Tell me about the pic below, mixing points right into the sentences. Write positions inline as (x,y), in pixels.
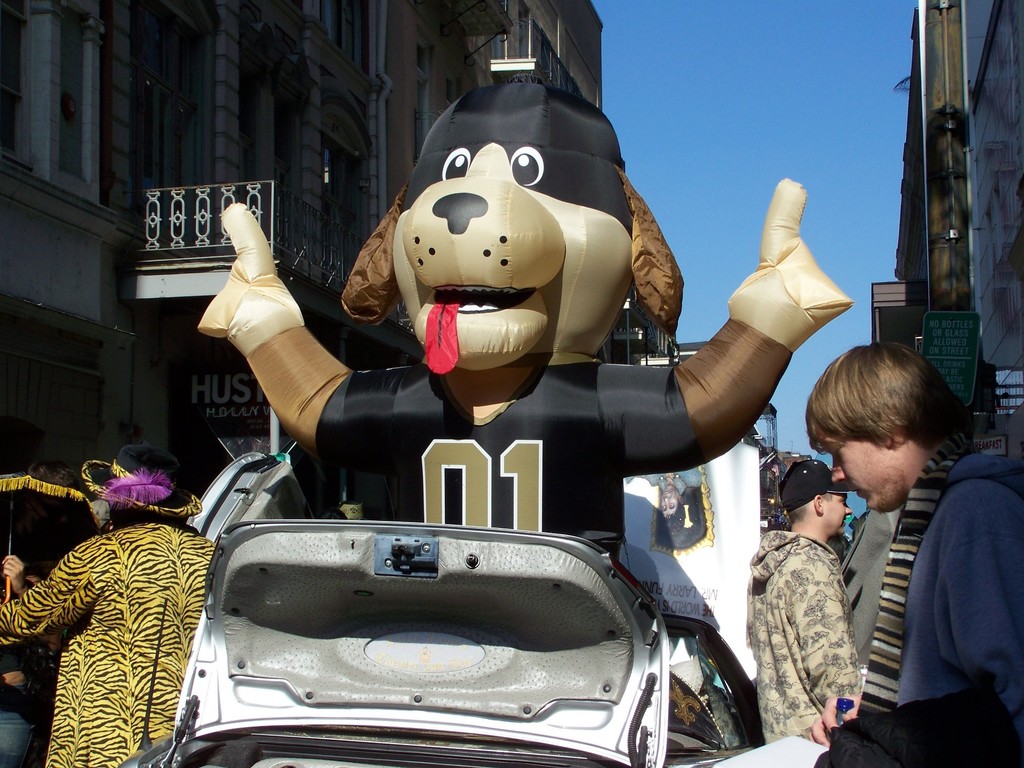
In this image we can see the tailgate (403,694) of a car (627,736) is opened and an air balloon (475,389) is in the car (710,687). Here we can see this person (171,551) wearing different costume (139,638) and these people (839,622) are standing on the road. Here we can see a banner (708,541), buildings (201,25) on the either side of the image, board (944,342) and the blue color sky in the background (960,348).
